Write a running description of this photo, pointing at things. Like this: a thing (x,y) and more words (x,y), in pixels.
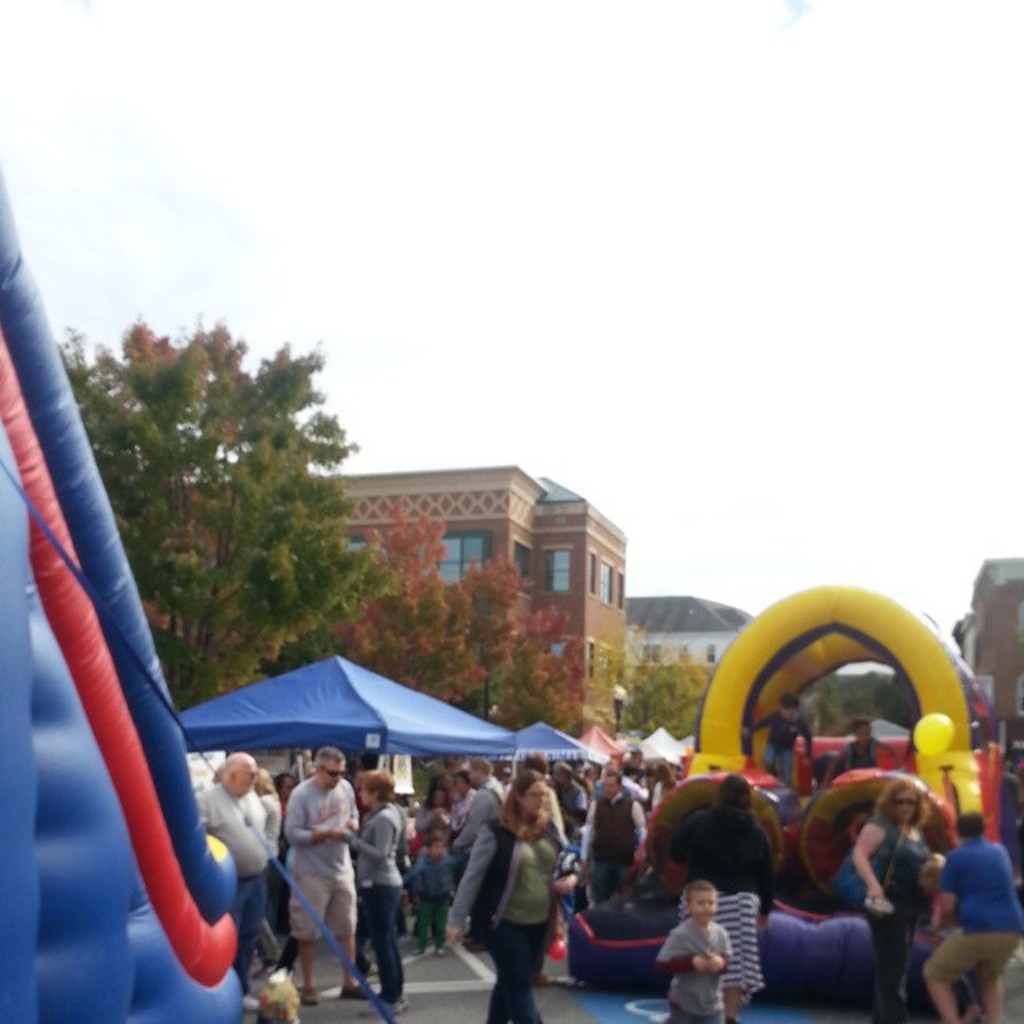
In this image it looks like it is an exhibition in which there are so many tents (491,737), under which there are shops (402,775). There are so many people (488,837) who are walking on the road (435,955) while other (328,831) are standing and talking with each other. On the left side (135,720) there is a gas balloon (83,720). In the background (485,548) there is a building (548,540). At the top (564,197) there is the sky (532,200). On the left side (237,501) there is a tree (307,579) beside the building (454,527). On the right side (803,617) there is a gas balloon (832,649) on which there are fewer kids (795,733) playing.
